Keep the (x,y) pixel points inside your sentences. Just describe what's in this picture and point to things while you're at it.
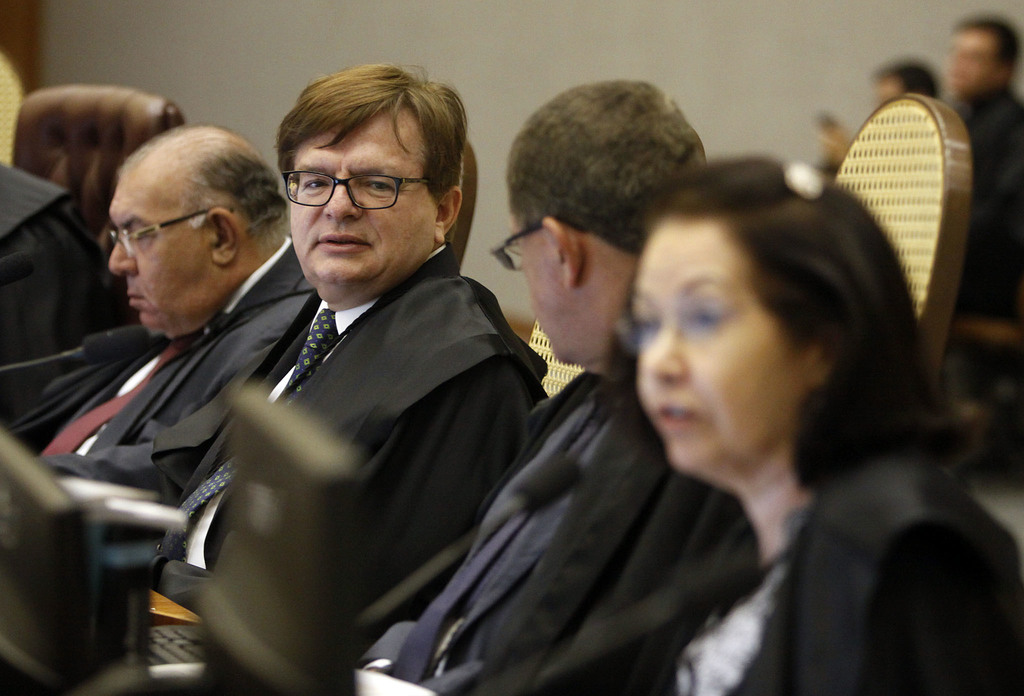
This image is taken indoors. In the background (526,67) there is a wall (836,54). In the middle of the image (502,365) a few people (440,211) are sitting on the chairs (62,106). At the bottom of the image (147,647) there is a table (146,660) with a few things (273,639) on it.
